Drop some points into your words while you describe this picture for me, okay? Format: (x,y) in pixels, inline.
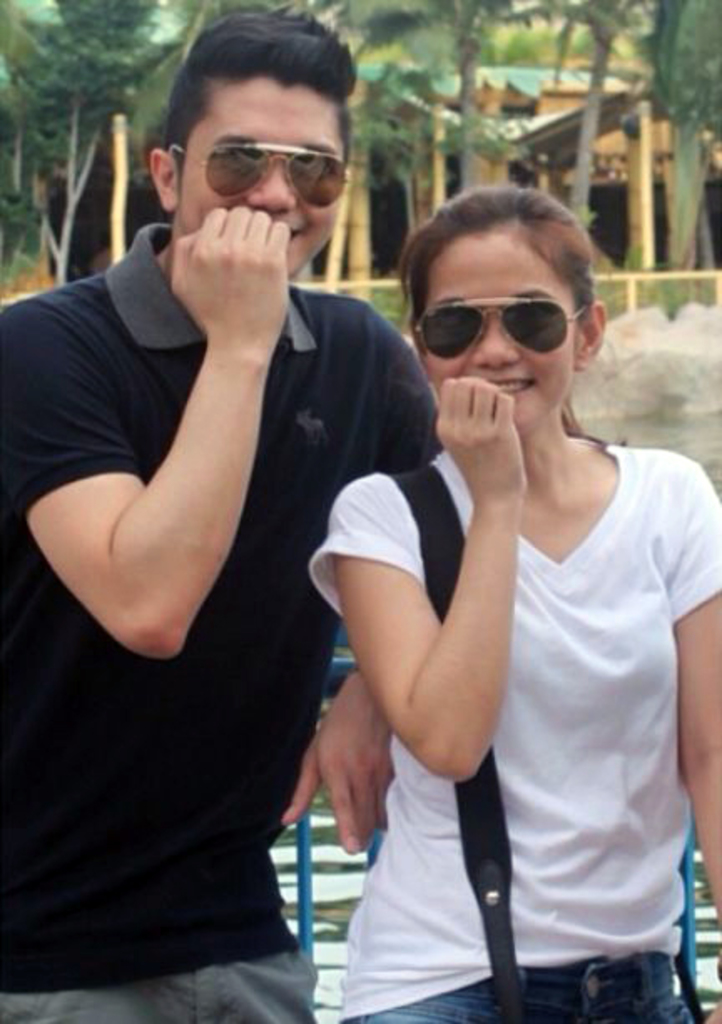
This image consists of two persons (430,854). A man (279,560) and a woman (438,698). The man (150,705) is wearing a black T-shirt (98,351). The woman (577,768) is wearing white T-shirt (537,744). Both are wearing shades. In the background (19,118), there are trees (681,42).
